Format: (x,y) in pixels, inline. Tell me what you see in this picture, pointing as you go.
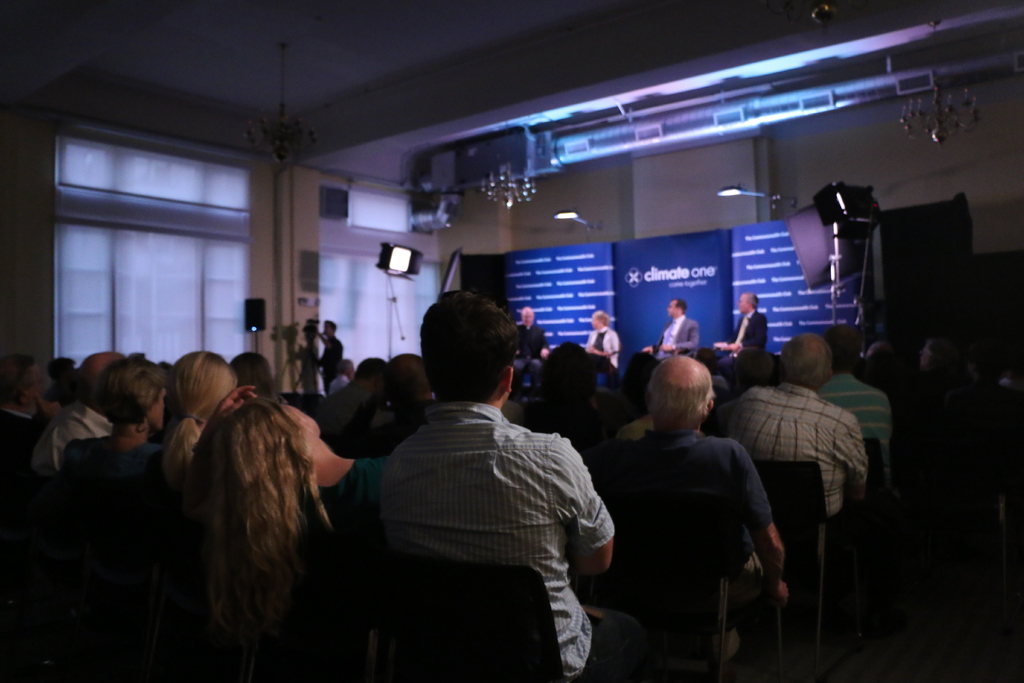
In this image there are a group of people (596,453) sitting, and in the background (602,333) there are some persons (737,337), boards (589,253), cameras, lights (397,248), speakers (256,311), poles (865,264) and there are windows (390,217) and wall (915,176). At the top (339,118) there is ceiling (648,80) and some chandeliers (289,139), in the center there is a pole (700,114) and some objects (701,137).
